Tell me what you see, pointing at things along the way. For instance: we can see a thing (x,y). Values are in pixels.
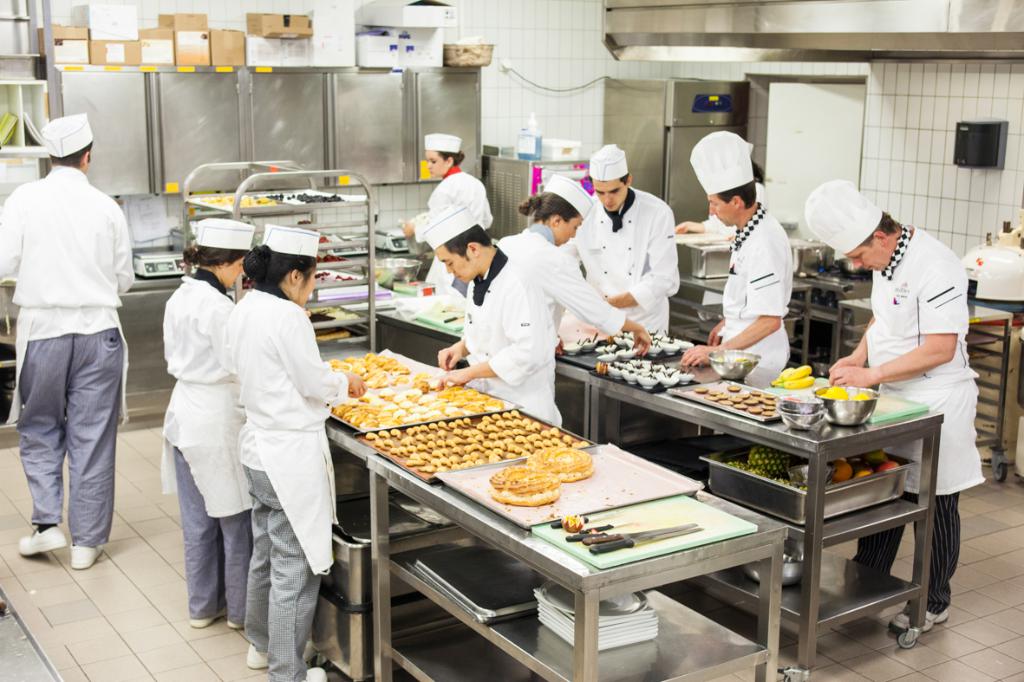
In this image there are some persons (289,299) standing and there are some tables (507,404), on the tables (550,449) there are some trays (614,471) and in the trays (598,466) there are some food items (486,425). And in the background (344,118) there are some cupboards (143,76) and some boxes (319,19), stove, bottles (526,141) and some other objects (531,184). In the center (671,369) there is a door (851,126) and some tables (700,282), trays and some utensils (701,268). At the bottom (835,631) there is floor (71,631).
